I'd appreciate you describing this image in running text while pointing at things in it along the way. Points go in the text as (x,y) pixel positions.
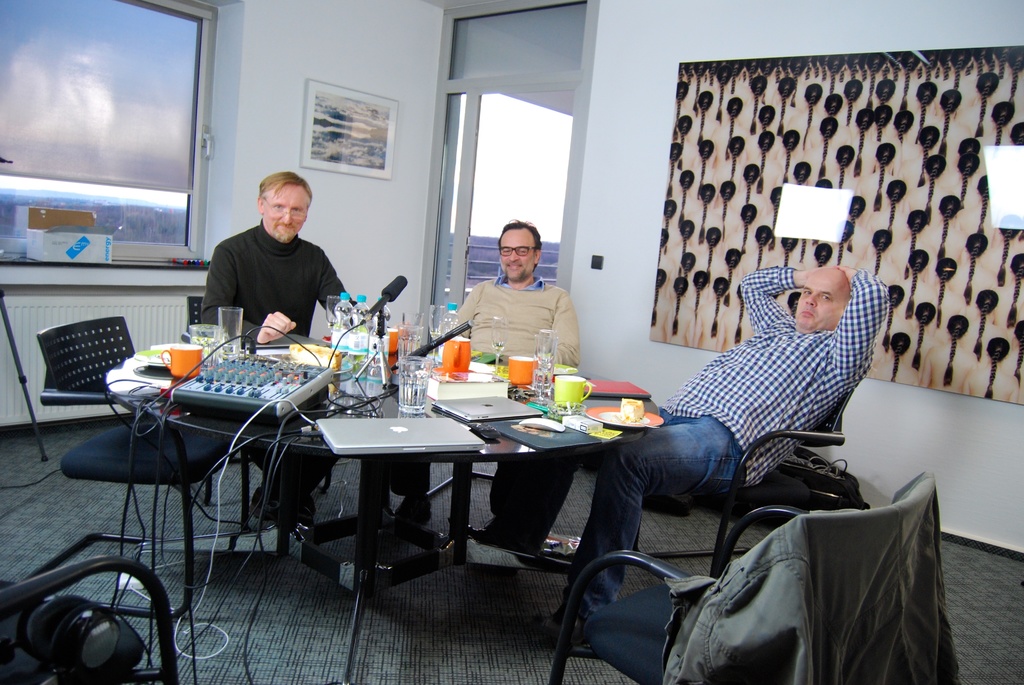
This is an inside view of a room (519,576). In the middle of the image (383,393) there is a table (374,477) on which laptops (436,437), glasses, bottles (352,313), cups (532,369), devices (275,406) and many other objects (529,390) are placed. Around the table (353,410) three men (491,320) are sitting on the chairs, smiling and giving pose for the picture. At the bottom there are empty chairs (117,618). On the right side (921,240) there is a picture (775,163) to the wall (630,118). In the background (297,124) there is a wall (275,109) along with the windows (179,154) and also a frame (337,131) is attached to this wall (316,43). On the left side (112,246) there is a windowsill (112,264) on which a box (69,238) is placed.
